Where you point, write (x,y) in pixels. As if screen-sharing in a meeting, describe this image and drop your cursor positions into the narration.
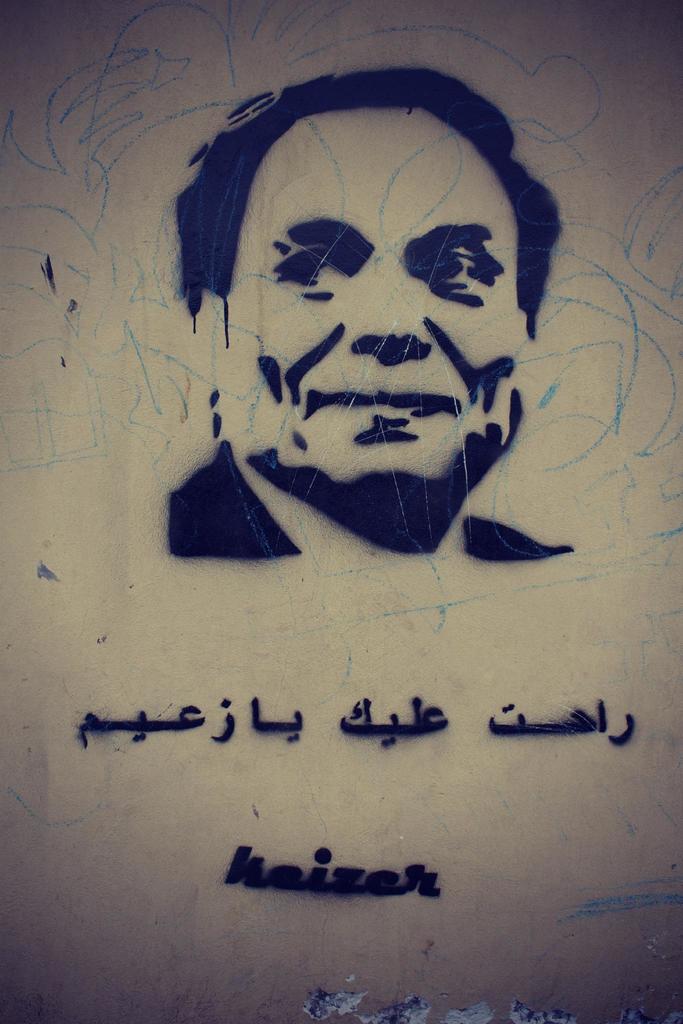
In this image I can see painting (330,494) of a person (475,458) on the wall (485,598). Also there are scribblings (578,414), alphabets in other language and there is a word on the wall (342,777).
